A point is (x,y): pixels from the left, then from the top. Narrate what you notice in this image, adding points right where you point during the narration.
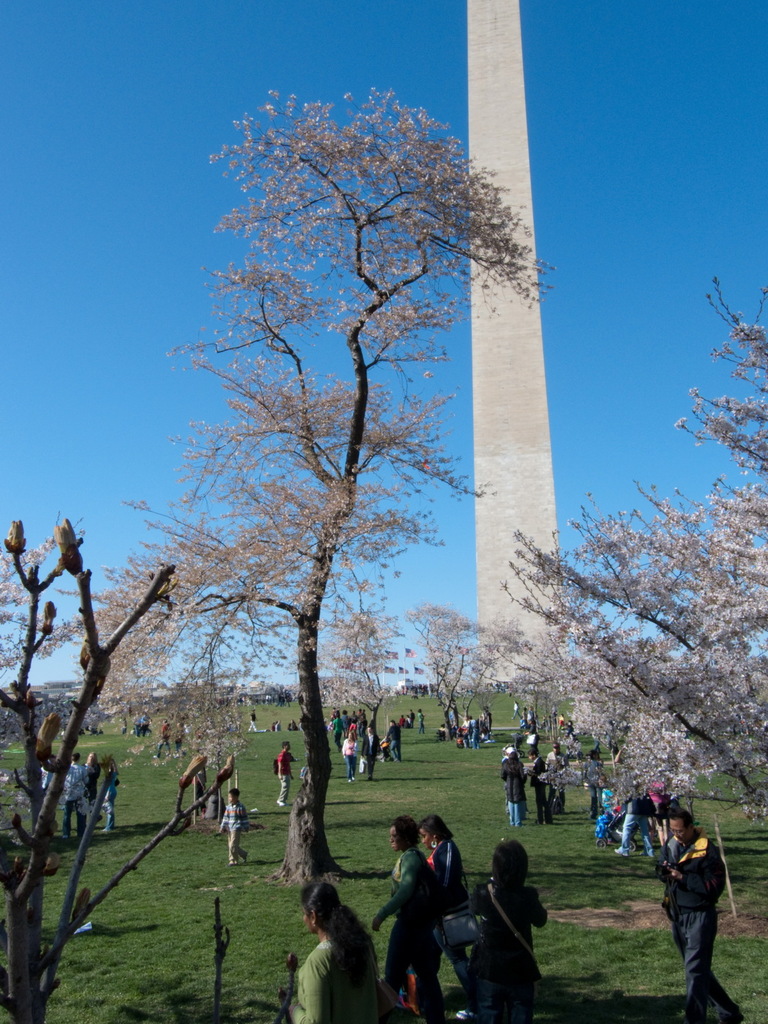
This is an outside view. At the bottom (362,987), I can see many people (606,796) and also I can see the grass (168,934) on the ground (162,929). There are some trees (345,654). In the background (515,295) there is an obelisk (496,311). At the top of the image (143,80) I can see the sky (120,177) in blue color.
